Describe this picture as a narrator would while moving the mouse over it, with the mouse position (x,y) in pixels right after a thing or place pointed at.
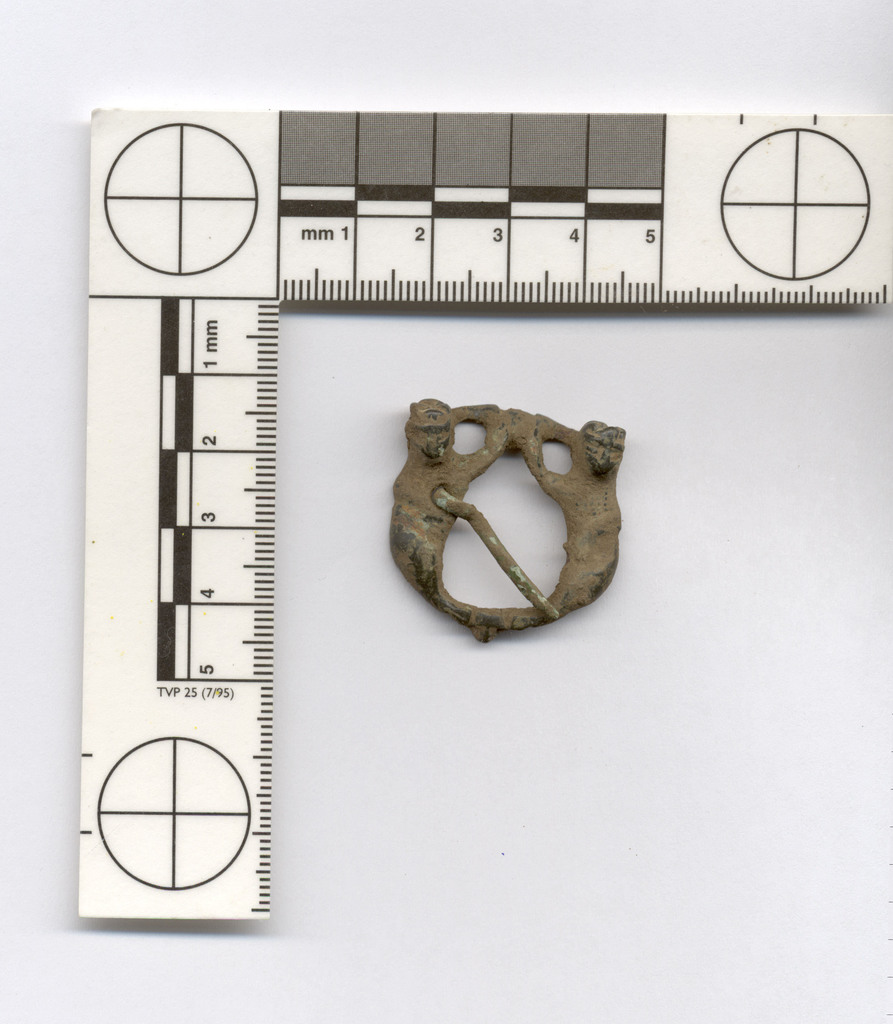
In this image I can see a marking tool (741,296) with numbers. I can see an antique piece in the center of the image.
